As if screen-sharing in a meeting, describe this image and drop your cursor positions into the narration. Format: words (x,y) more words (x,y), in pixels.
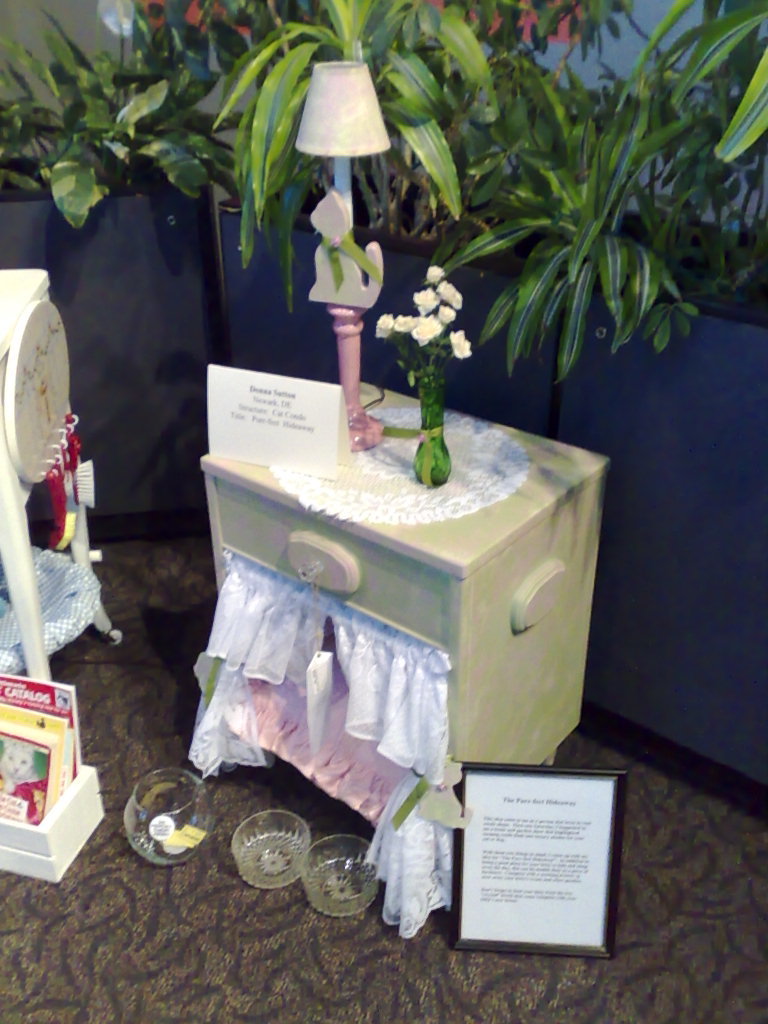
On the table (275,507) we can see lamp (341,137), pot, flowers (414,327), paper (296,424) and cloth (365,500). On the bottom (148,810) we can see bowl (184,794), glass (148,820), cup (356,858), frame (514,865) and cloth (398,846) on the carpet (285,970). On the left (24,319) we can see wooden table (11,324). Here we can see books (52,699) which is near to the table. In the back (449,50) we can see plant (578,130) near to the wall (622,60).
